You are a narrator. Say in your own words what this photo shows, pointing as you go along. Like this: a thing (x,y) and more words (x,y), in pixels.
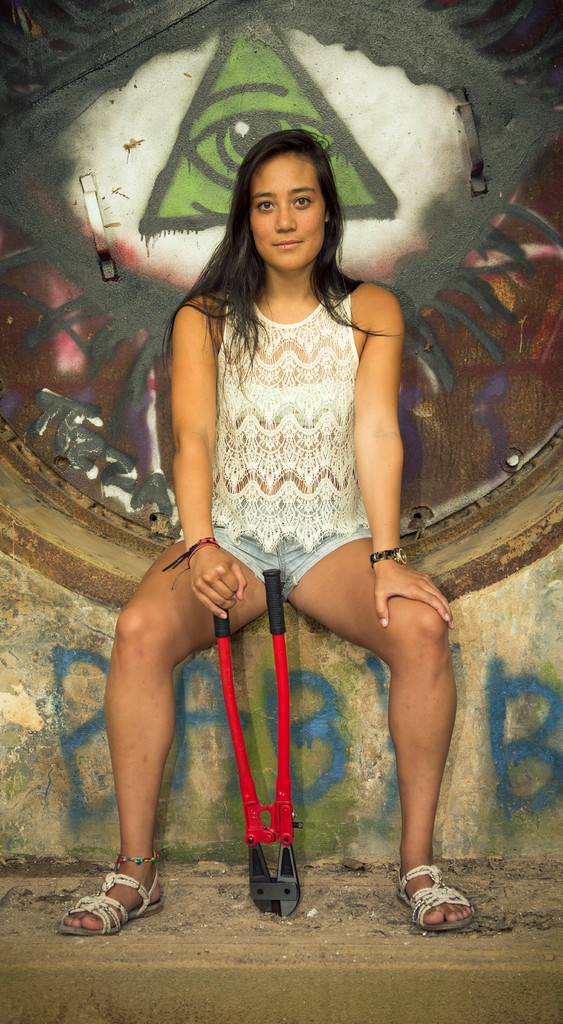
In this image we can see a lady (146,897) sitting and holding a tool (287,824), behind her there is graffiti (355,195) on the wall (251,707).
